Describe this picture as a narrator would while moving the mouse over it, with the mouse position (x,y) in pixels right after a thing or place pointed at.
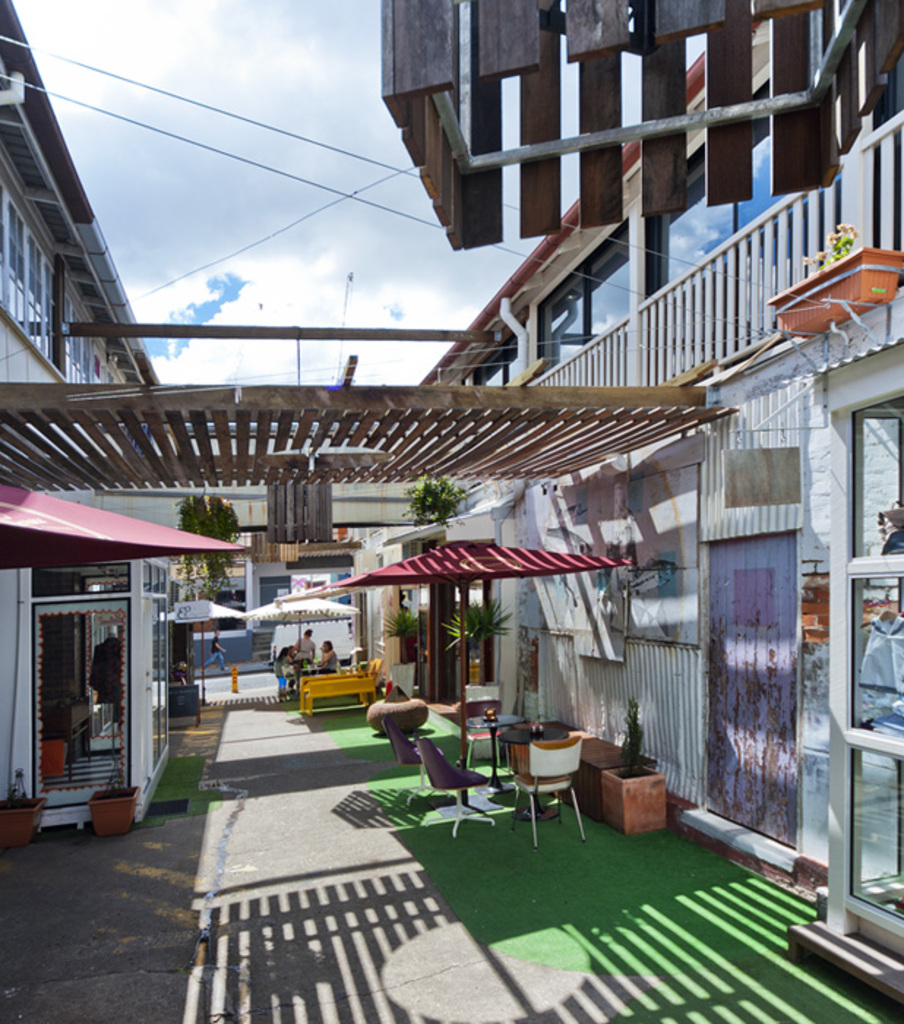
This image is taken on the street (206,741). In this image there is a street (251,738) in the middle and there are buildings (741,416) on either side of it. At the top (234,205) there is sky (232,205) with the clouds (284,179). On the street (264,826) there are few people (305,646) sitting under the umbrellas (289,620). On the right side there is an umbrella (452,583) under which there are chairs (480,735) around the table (495,727).
